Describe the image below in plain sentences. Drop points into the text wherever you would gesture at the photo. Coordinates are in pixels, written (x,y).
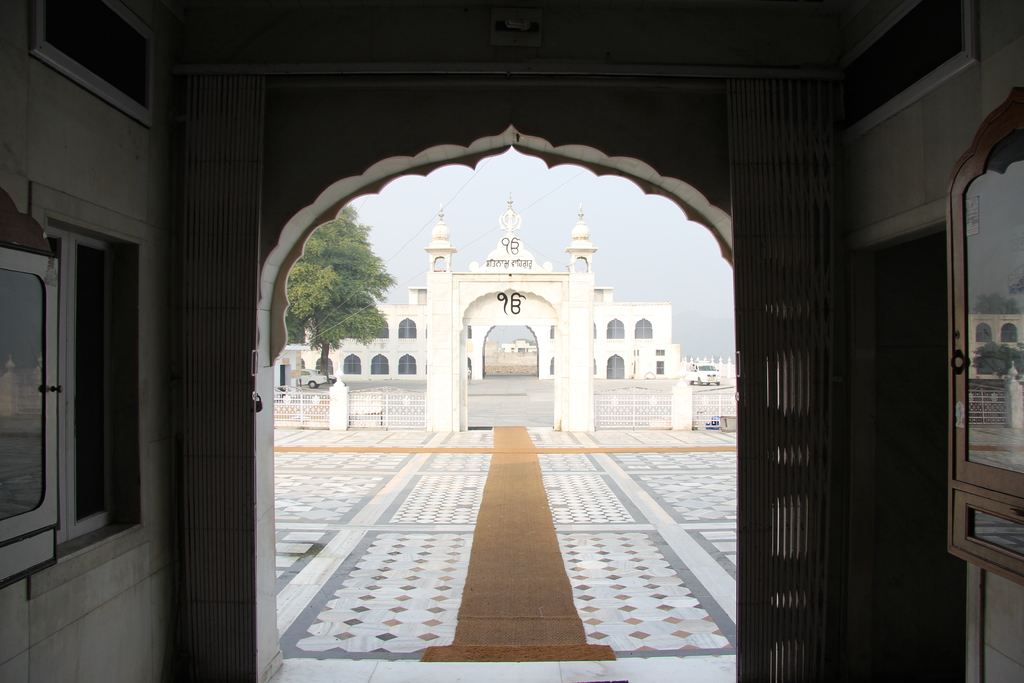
In this image I can see a building (407,331) which is in white color. I can also see a window (86,320), trees (315,286) in green color and sky (491,204) in white color.
